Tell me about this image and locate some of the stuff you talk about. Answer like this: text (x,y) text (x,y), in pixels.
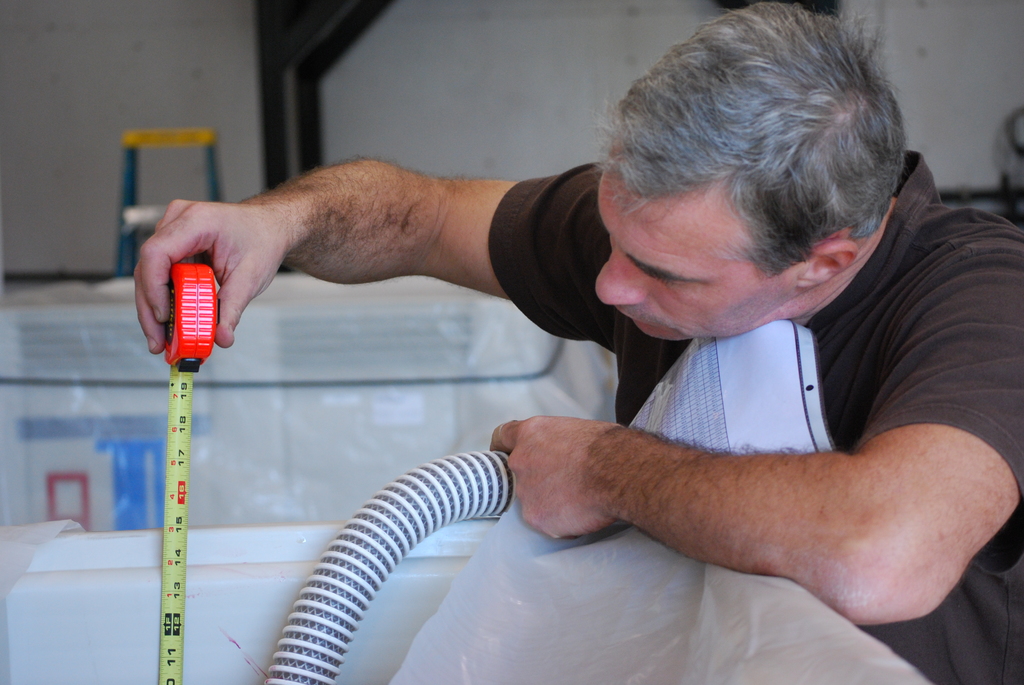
On the right side (699,494) a man (617,401) is checking the height with a tape (185,439) in his hand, he wore a t-shirt (834,306).
